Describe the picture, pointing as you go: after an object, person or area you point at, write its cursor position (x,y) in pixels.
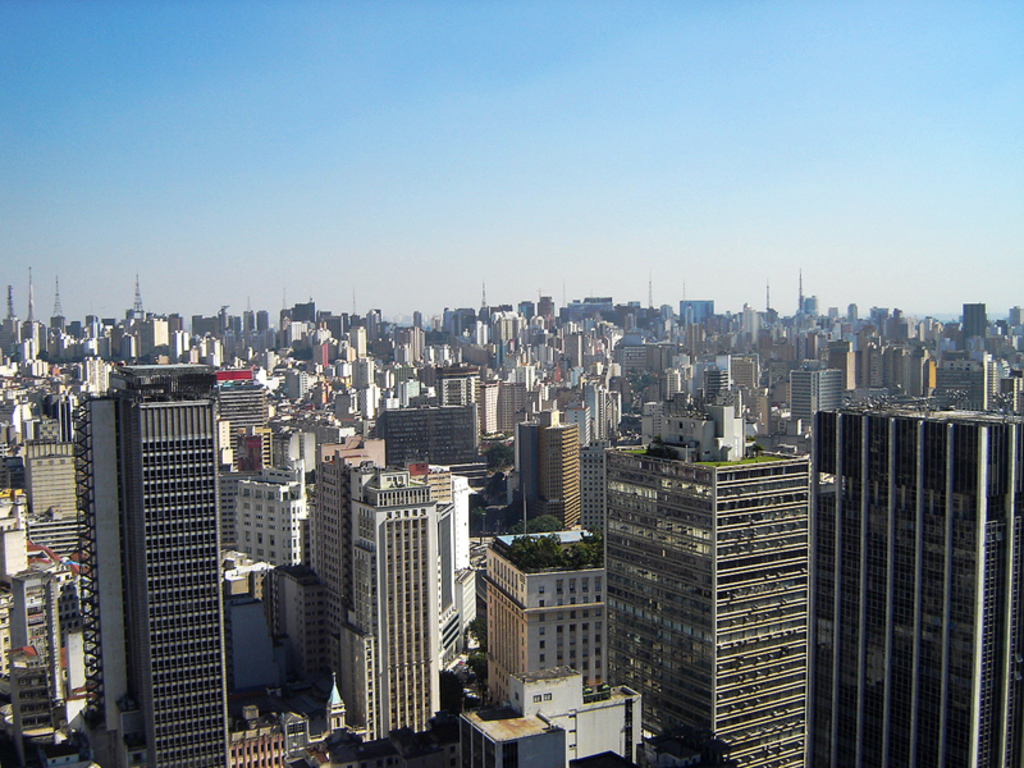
In this image there are buildings (394,502). In the background (599,175) there is sky (487,175).
